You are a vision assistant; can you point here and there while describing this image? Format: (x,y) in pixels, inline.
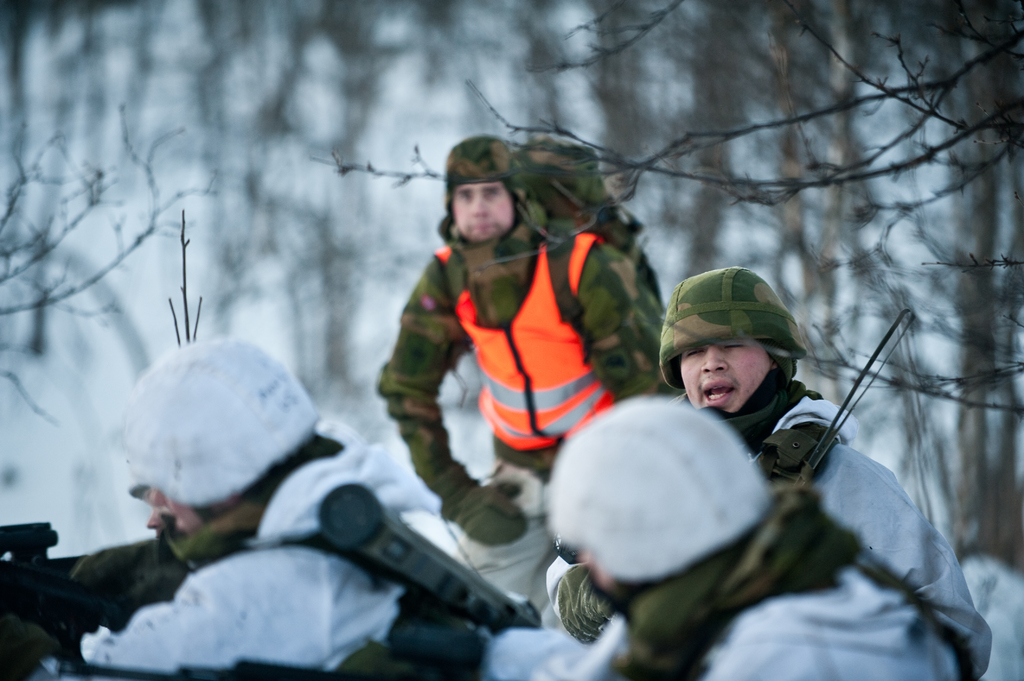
In this image there are four persons (561,441), in the background (347,409) there are trees (823,155) and snow (252,317).
